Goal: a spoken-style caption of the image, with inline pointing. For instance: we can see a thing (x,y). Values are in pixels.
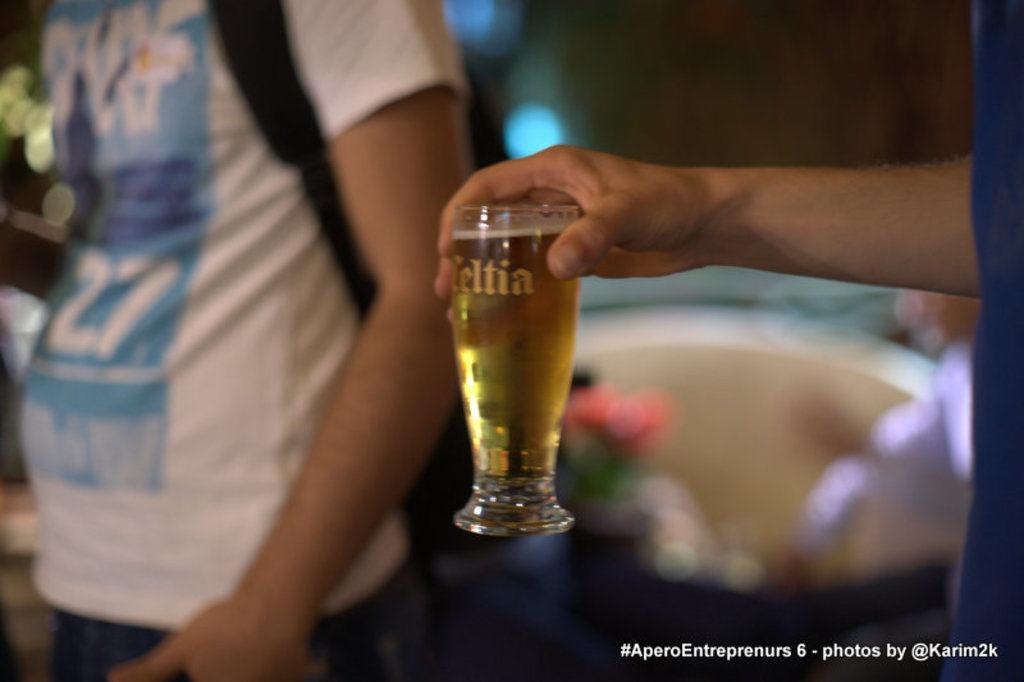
Here we can see hand (656,211) of a person (646,258) holding a glass (506,430) with drink (483,364) and there is a person (174,133). Here we can see watermark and there is a blur background (819,506).
